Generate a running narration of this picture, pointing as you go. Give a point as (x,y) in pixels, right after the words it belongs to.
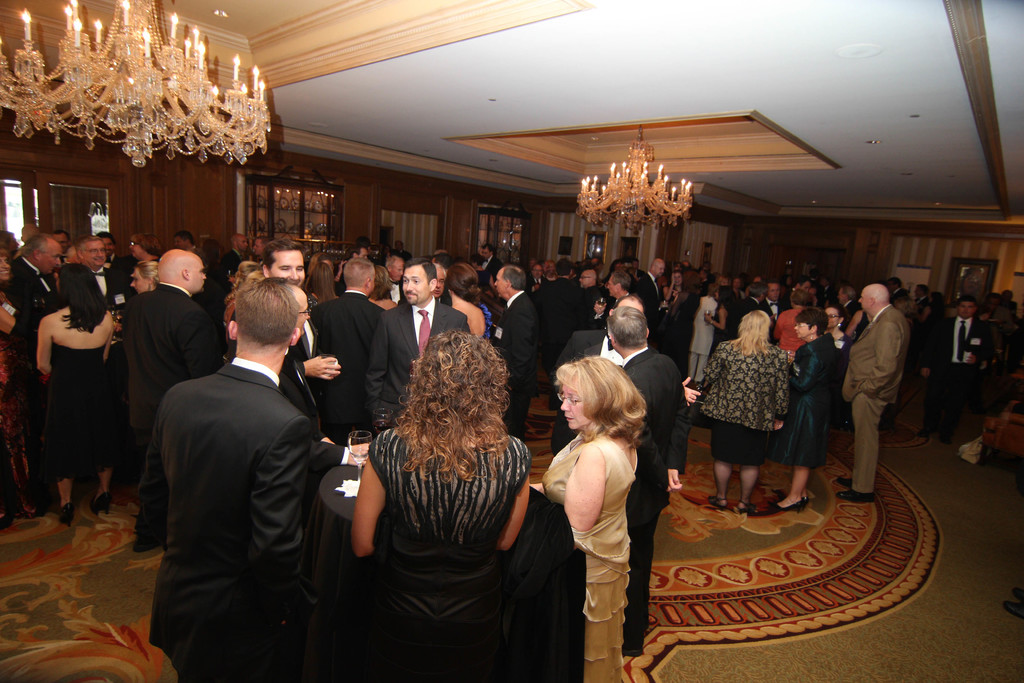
In this image I can see a group of people (481,395) are standing, it looks like a party. At the top (31,120) there are lights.
